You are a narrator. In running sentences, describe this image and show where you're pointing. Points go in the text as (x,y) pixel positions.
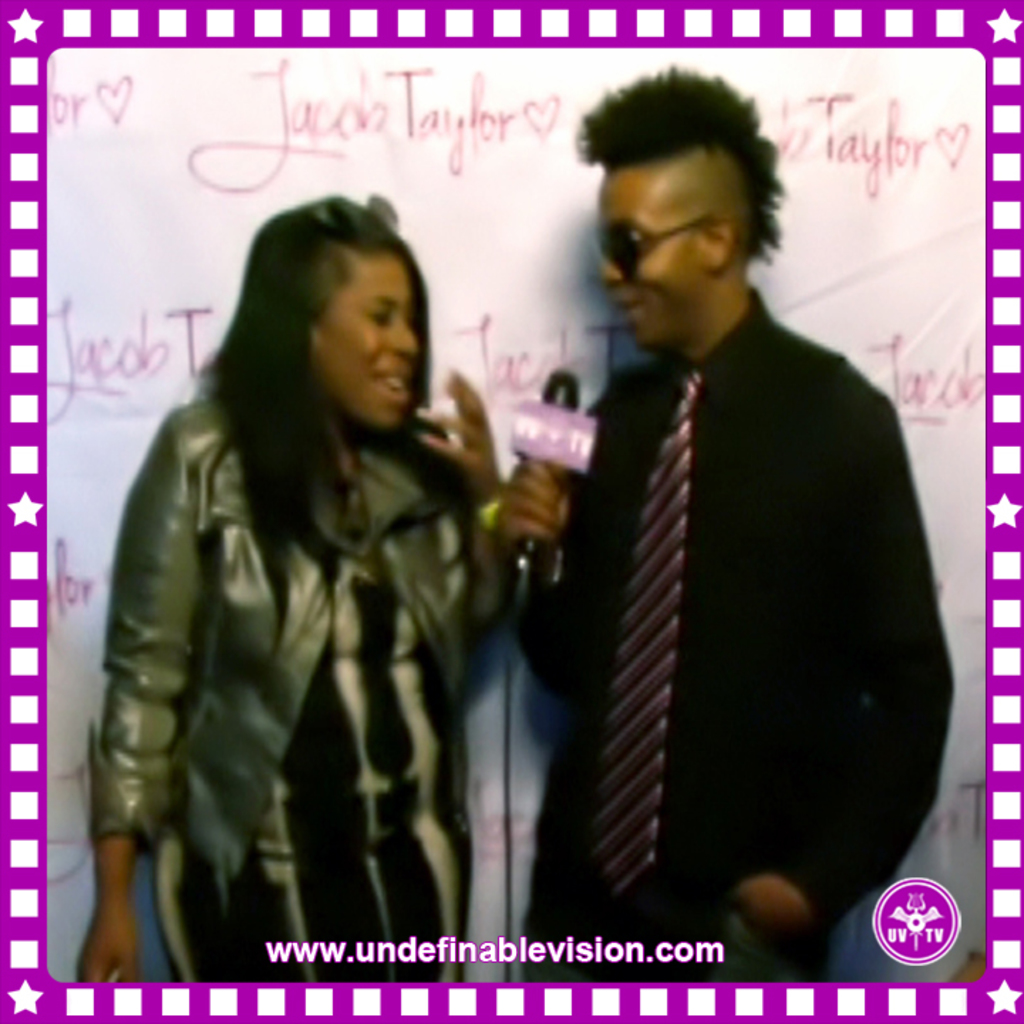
This is the picture of a lady (249,687) wearing jacket (186,643) and a guy (852,507) in black shirt (832,511) and tie (679,587) is holding the mic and behind there are some things (443,133) written on the wall (502,204).
